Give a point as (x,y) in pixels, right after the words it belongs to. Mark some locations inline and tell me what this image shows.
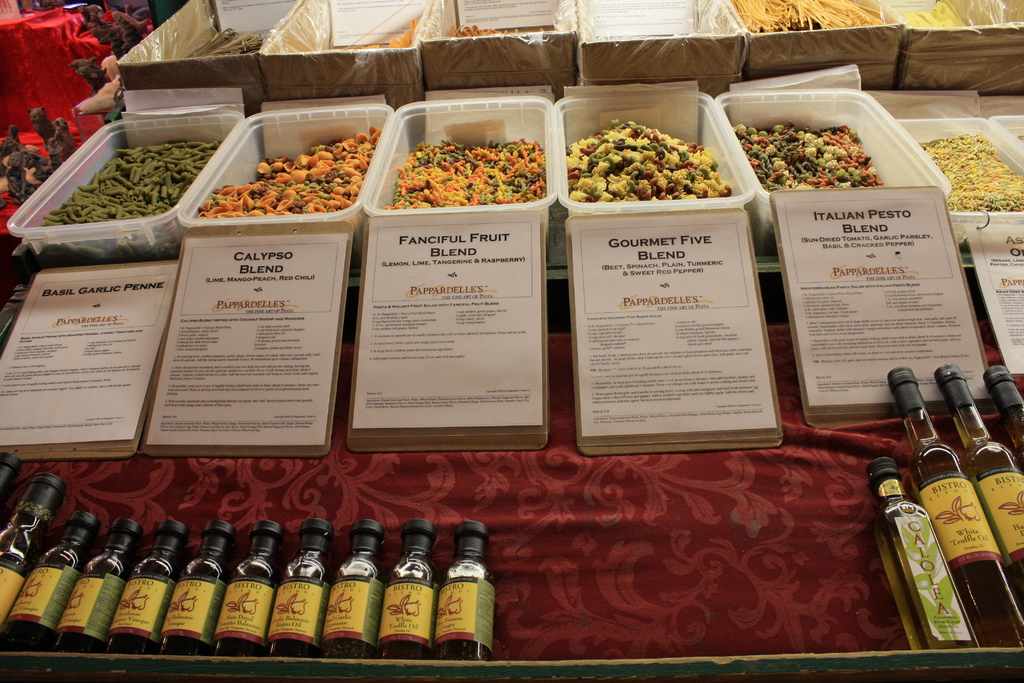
In this picture I can see plastic baskets (440,208). I can see food items (645,151) in it. I can see the bottles (480,580). I can see the boards (411,409).
